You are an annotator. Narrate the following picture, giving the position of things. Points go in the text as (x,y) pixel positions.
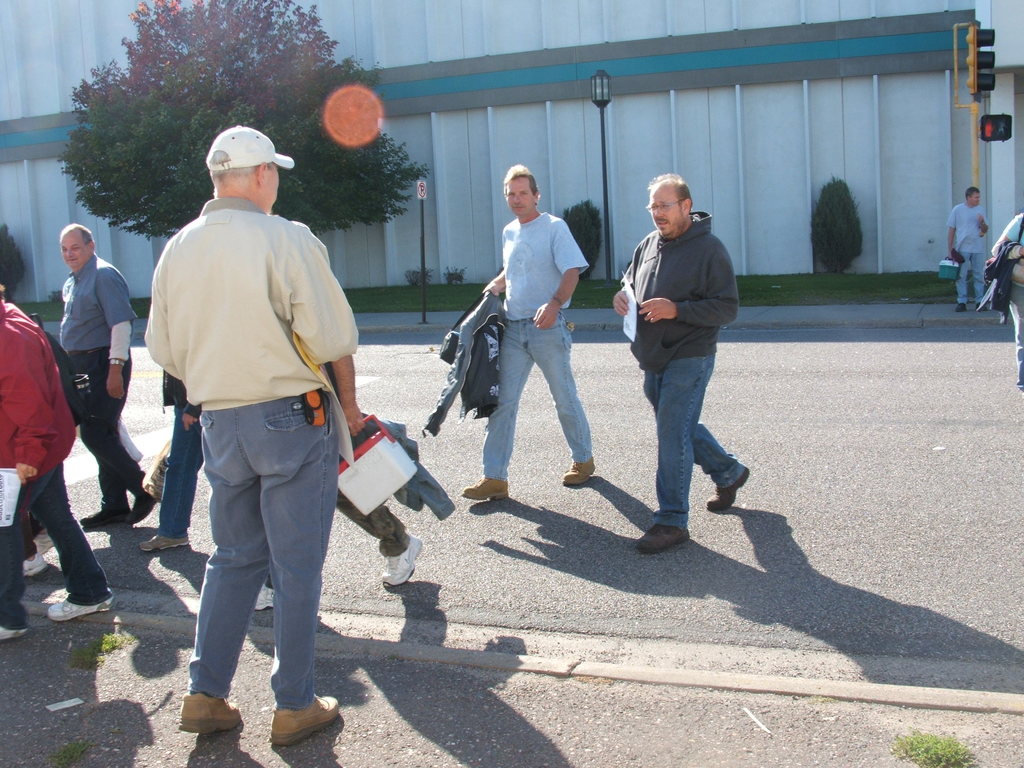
In this image we can see a person (272,361) standing on the road (335,675) and he is on the left side (232,506). In the background (180,391), we can see a few persons (98,435) walking on the road (629,379). Here we can see the jacket (489,349) in his hand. Here we can see a person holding a paper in his right hand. Here we can see a tree (249,112) on the left side (219,132). Here we can see a light pole (606,190) on the sideways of the road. Here we can see the bushes (817,218) on the sideways (856,276) of the road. Here we can see a traffic signal pole (968,63) on the top right side (1001,137). Here we can see two persons (967,220) on the right side (1022,304).
